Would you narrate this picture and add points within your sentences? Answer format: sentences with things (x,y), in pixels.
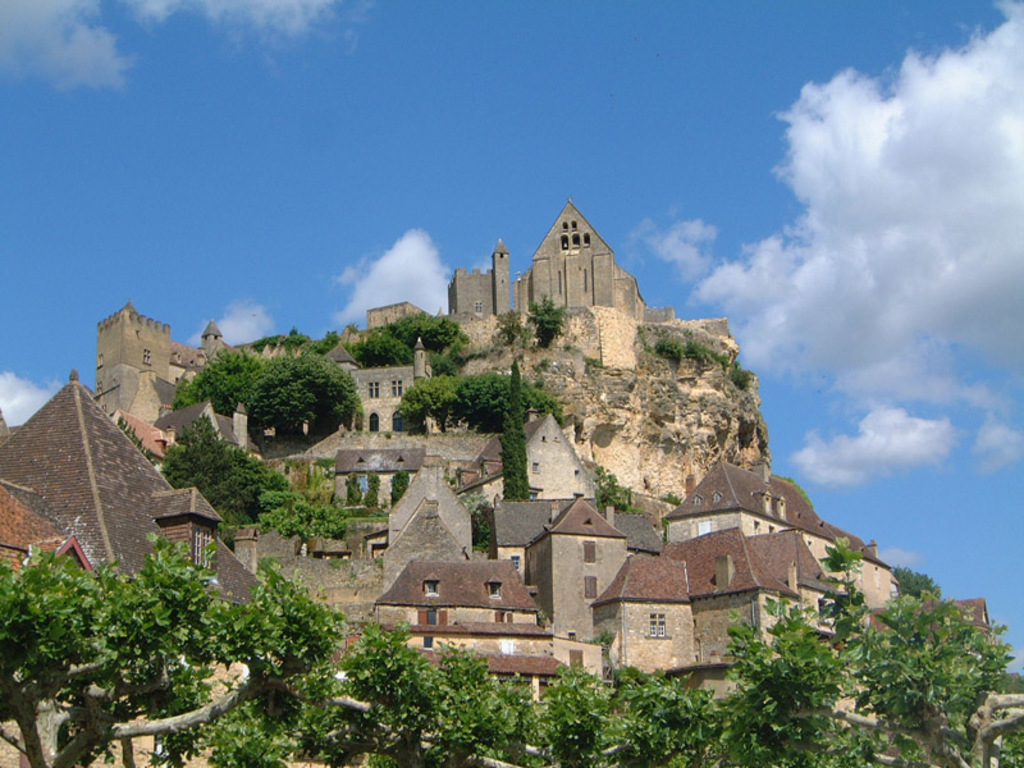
In this image, we can see trees (305,355) and buildings (697,514) and at the top (451,158), there are clouds (811,300) in the sky (838,296).
